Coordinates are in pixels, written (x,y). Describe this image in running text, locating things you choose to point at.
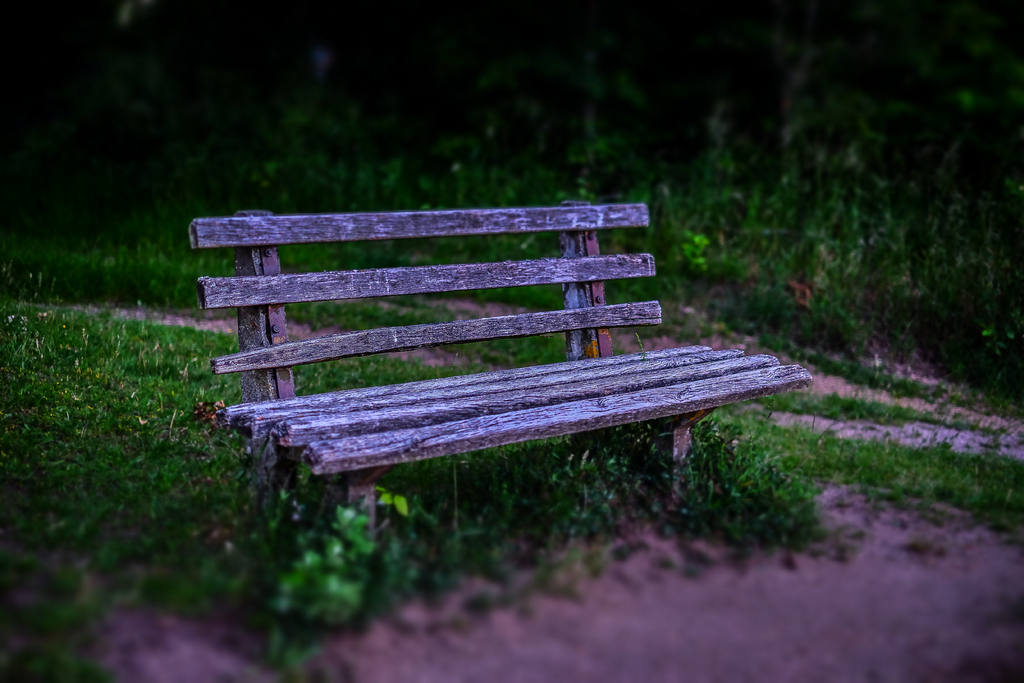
In the image I can see a bench (475,376) which is on the ground (19,581) and also I can see some plants (784,123) and grass (151,264).
